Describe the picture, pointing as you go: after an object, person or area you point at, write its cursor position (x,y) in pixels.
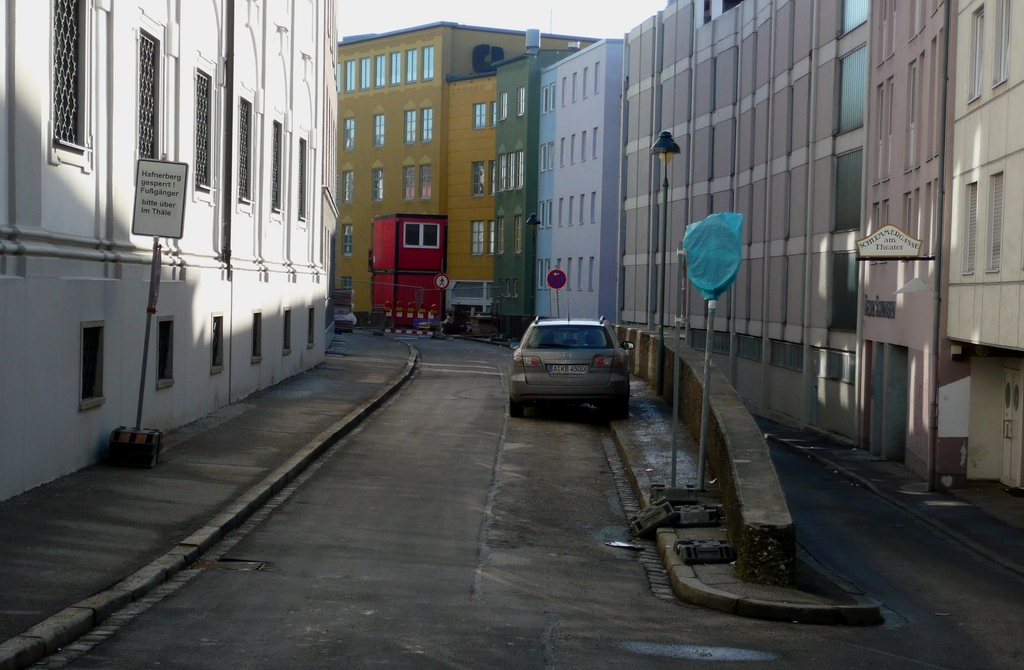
In the center of the image (563,340) we can see a car (610,359) on the road (432,576) and on both sides of the image we can see the buildings (513,128). We can also see the safety barrier (411,313), fence (428,314) and some informational board pole (154,215). We can also see the sign boards (554,282). Sky (581,18) is also visible.
